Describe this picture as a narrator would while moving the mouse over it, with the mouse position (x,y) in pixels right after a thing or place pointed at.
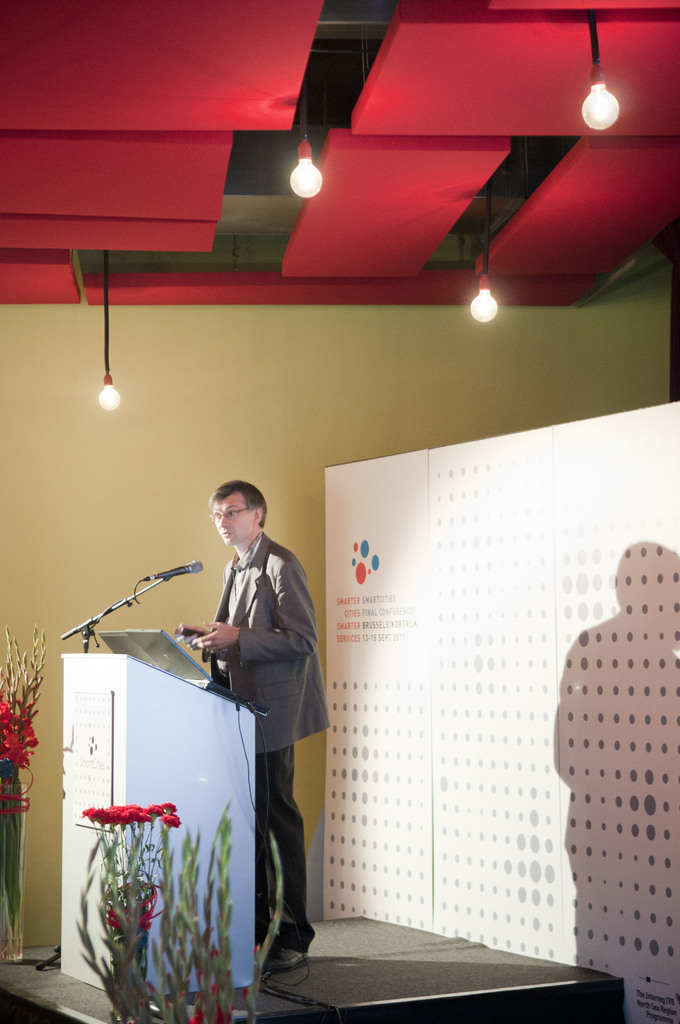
In this image, we can see a person (258,572) near the podium (179,763) and standing on a stage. He is holding an object (182,626). We can see decorative flowers (121,901). In the background (39,867), there is a wall (283,407) and banner (437,525). At the top of the image (502,240), we can see the ceiling (336,220) and lights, rods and some objects (468,181).
